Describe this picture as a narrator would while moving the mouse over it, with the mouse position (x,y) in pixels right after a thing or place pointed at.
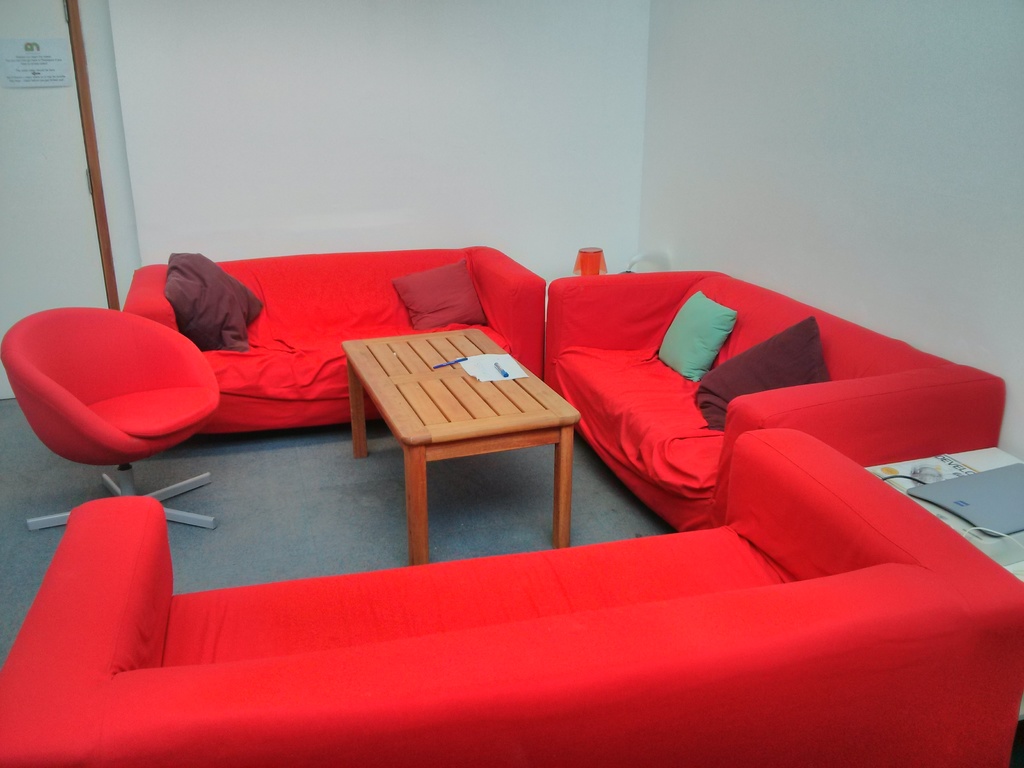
This is a room (761,47). The walls (319,148) are white in color. There are three sofas (588,581) in the room (559,591). One, two, three. In the second and third sofa (269,303) we can see two cushions (414,288). On the left (135,405) there is red chair (126,418). On the middle (420,390) there is a wooden table (428,414). On the table (437,409) there is a paper (487,363), there are two pens (465,359). On the right (984,451) we can see a side table (972,455), on that a laptop (963,483) is there. Beside the sofa (645,319) there is a lamp (595,258). This is the floor (317,526). There is something written on the wall (46,75).
